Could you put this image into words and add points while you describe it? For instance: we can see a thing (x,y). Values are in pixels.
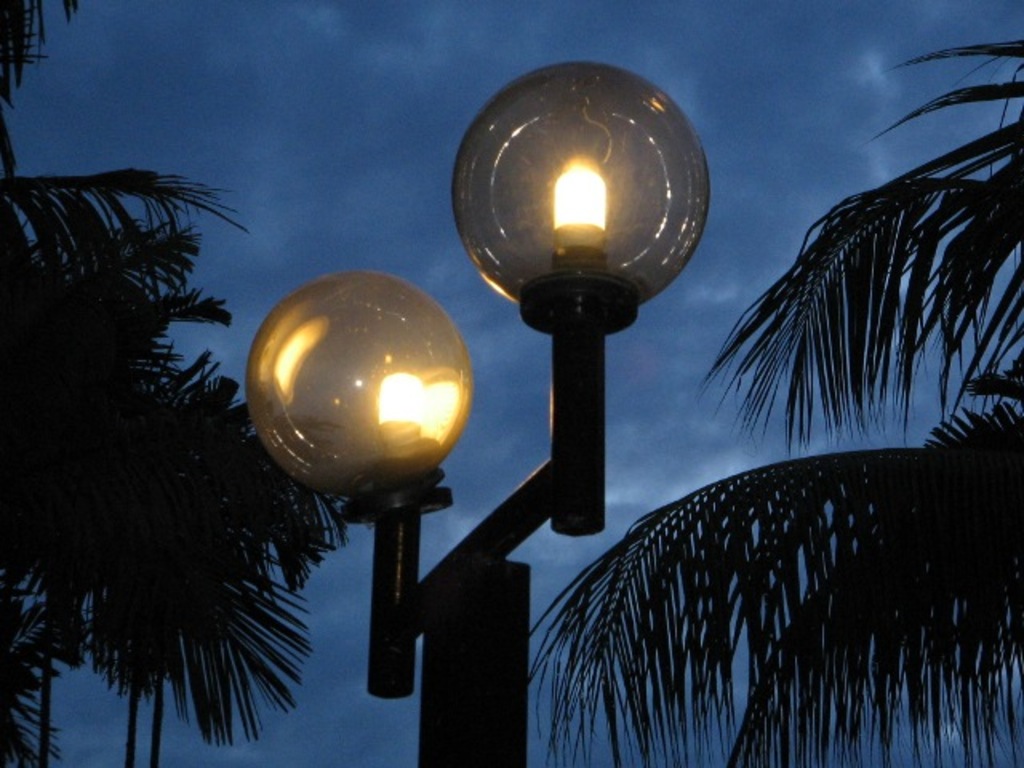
In this image, there are a few trees (840,588). We can also see a pole (426,578) with some lights (383,482). We can also see the sky (396,263) with clouds (701,278).
